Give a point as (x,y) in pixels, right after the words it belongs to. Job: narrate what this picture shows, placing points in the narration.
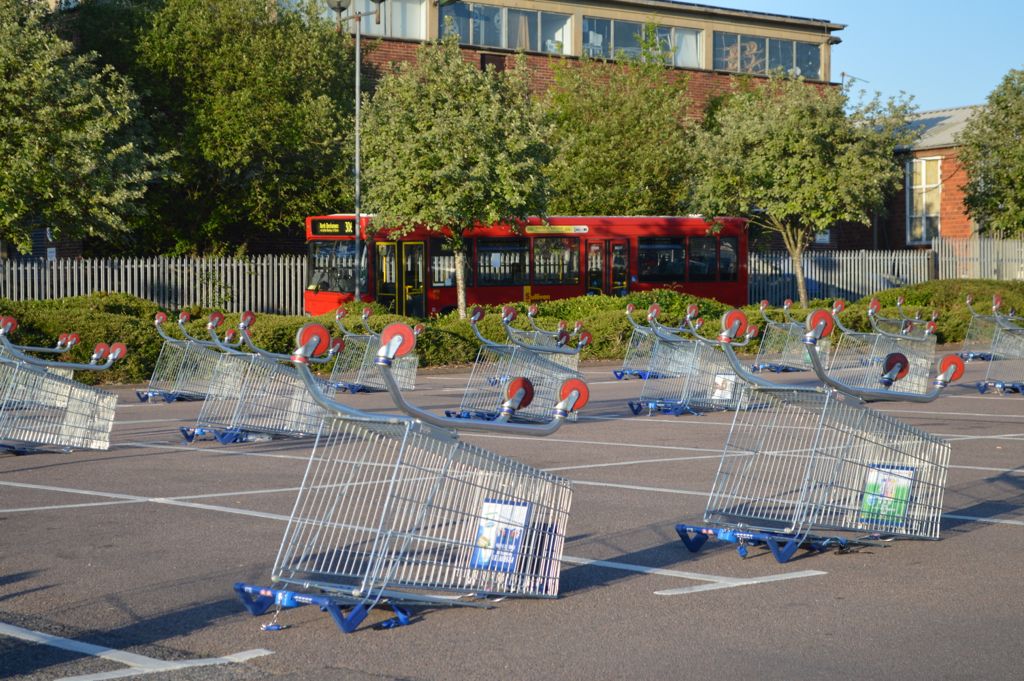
There are carts (522,592) on the road (638,529). Here we can see plants (704,305), fence (281,274), pole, vehicle (370,272), trees (618,209), and buildings (410,29). In the background (953,49) there is sky (909,61).
